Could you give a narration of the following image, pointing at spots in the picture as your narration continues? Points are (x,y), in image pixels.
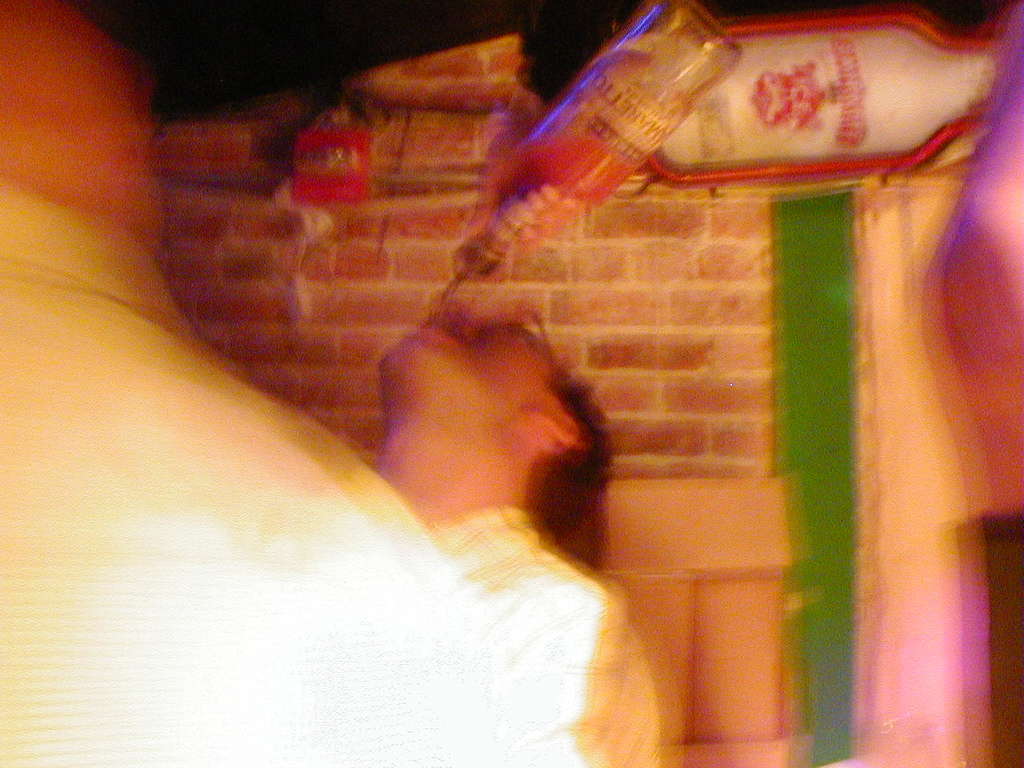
Here we can see a person (486,467) drinking liquid (441,290) from a bottle (658,72) which is in air. In the background (719,334) there is a wall (313,332).
